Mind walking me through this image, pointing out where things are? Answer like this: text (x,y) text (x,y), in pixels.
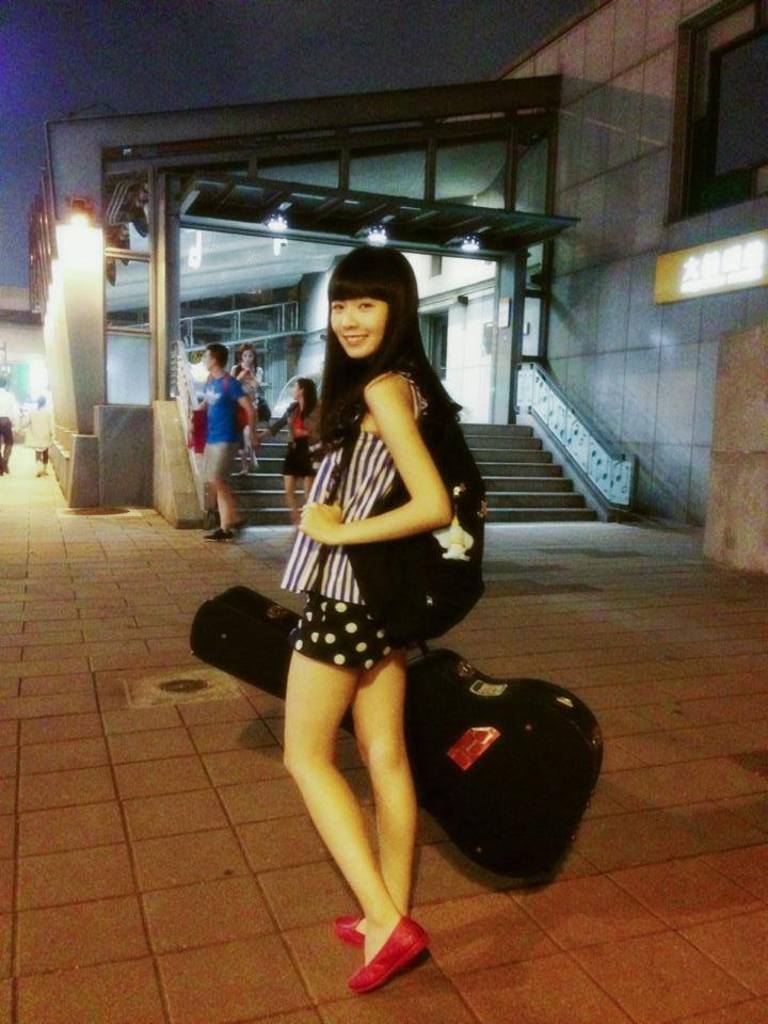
In this image in the foreground (355,539) there is one woman (416,529) who is standing and she is wearing bag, and holding guitar (521,744). In the background (258,361) there are some persons (219,395), staircase (533,377), buildings (314,245), lights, poles (67,365) and some other objects (525,387). At the bottom (345,896) there is walkway (618,570).
